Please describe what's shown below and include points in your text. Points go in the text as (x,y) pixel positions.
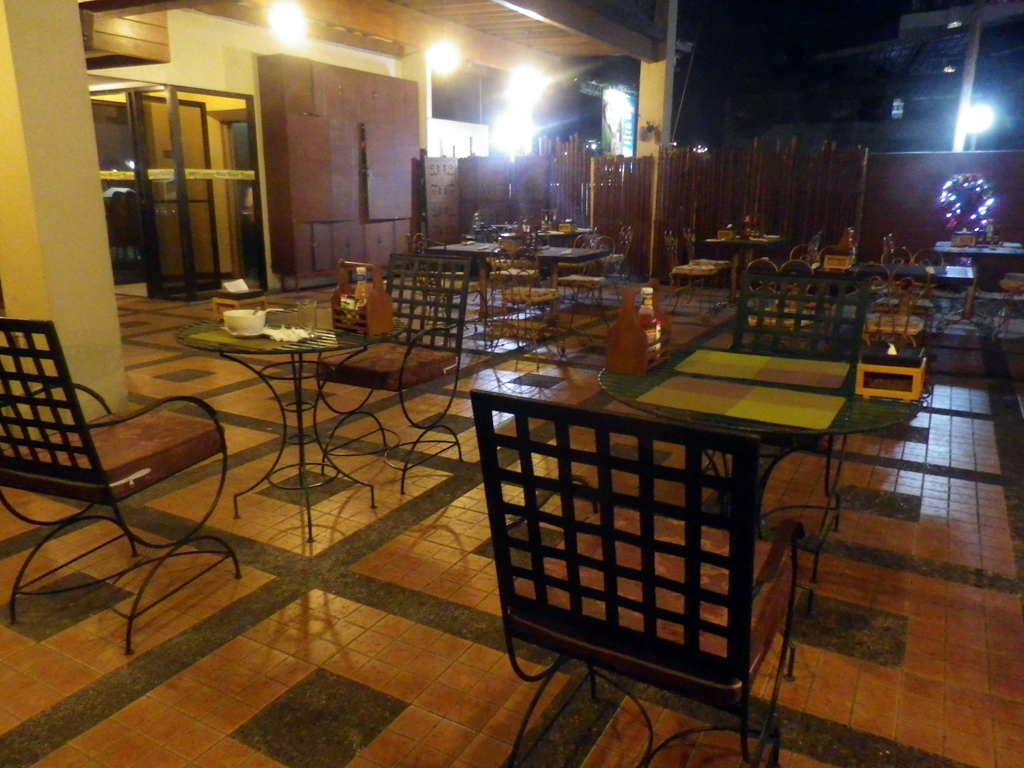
In this picture I can observe some tables (322,341) and chairs (391,296) I can observe lights (521,88) on the top of the picture (301,24). On the left side (38,204) there is a pillar (54,281). The background (807,47) is dark.
